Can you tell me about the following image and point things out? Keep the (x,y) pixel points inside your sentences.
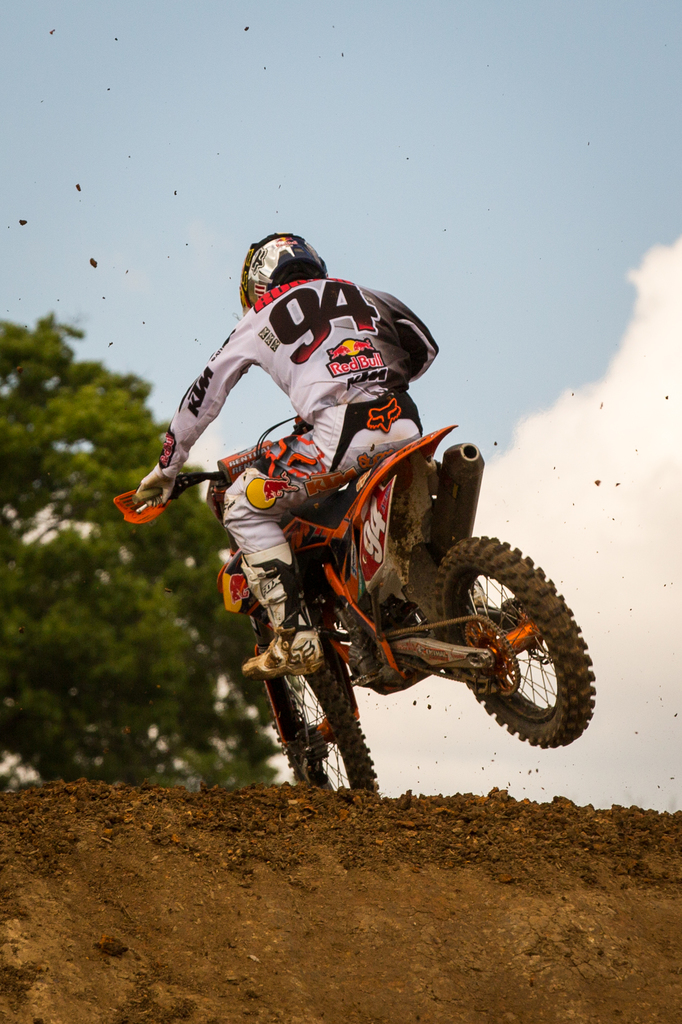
In this image there is a person (376,445) riding a bike (452,601) on the land (417,909). He is wearing a helmet (276,249). Left side (171,636) there is a tree (28,666). Background (612,70) there is sky (543,240), having some clouds (643,496).
